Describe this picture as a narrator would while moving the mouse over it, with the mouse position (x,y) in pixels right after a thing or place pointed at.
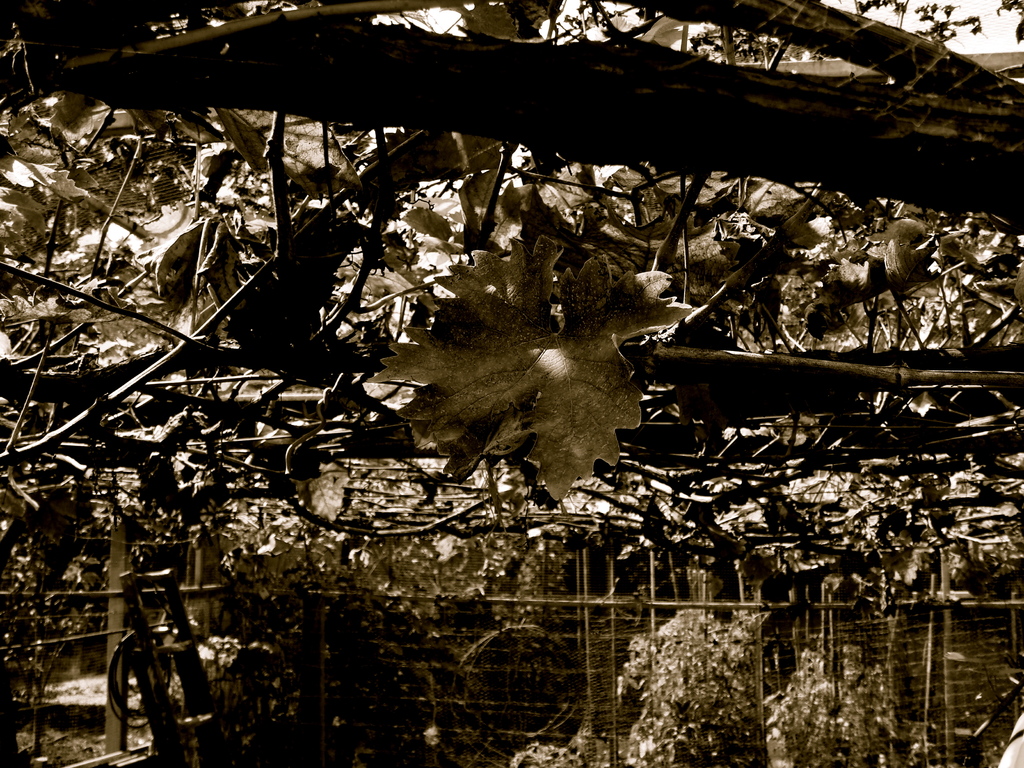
In this image there are trees (544,325), garden plants (815,693), a small ladder (150,671) and a fence (345,674).
